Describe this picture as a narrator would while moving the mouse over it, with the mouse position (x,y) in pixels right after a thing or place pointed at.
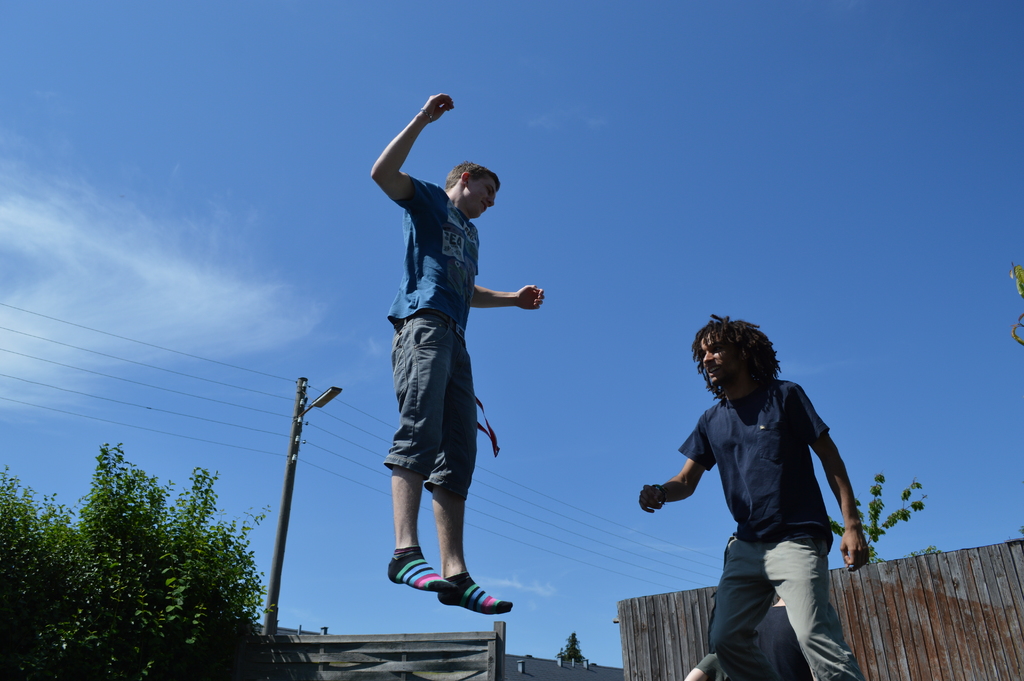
In this image in the foreground (725,478) there are two persons (745,438) visible, one person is jumping, there is a fence (872,602) visible in the bottom right (843,607), behind the fence (847,595) there is a tree (874,493), there is a pole (295,434), power line cable (238,447), light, tree (119,536) visible at the bottom (112,522), at the top (359,78) there is the sky (215,199).
